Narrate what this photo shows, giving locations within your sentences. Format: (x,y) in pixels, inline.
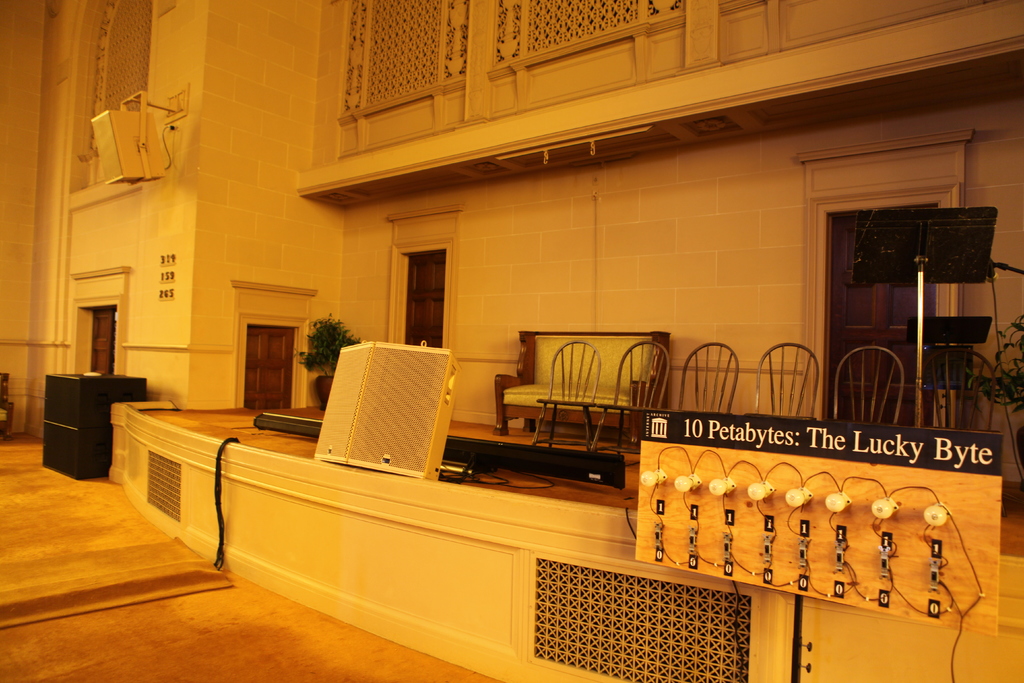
There are some objects (450,406) in the foreground area of the image (451,440), there are doors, building structure (461,191), sofa (587,354) and chairs (793,351) in the background (612,160).
